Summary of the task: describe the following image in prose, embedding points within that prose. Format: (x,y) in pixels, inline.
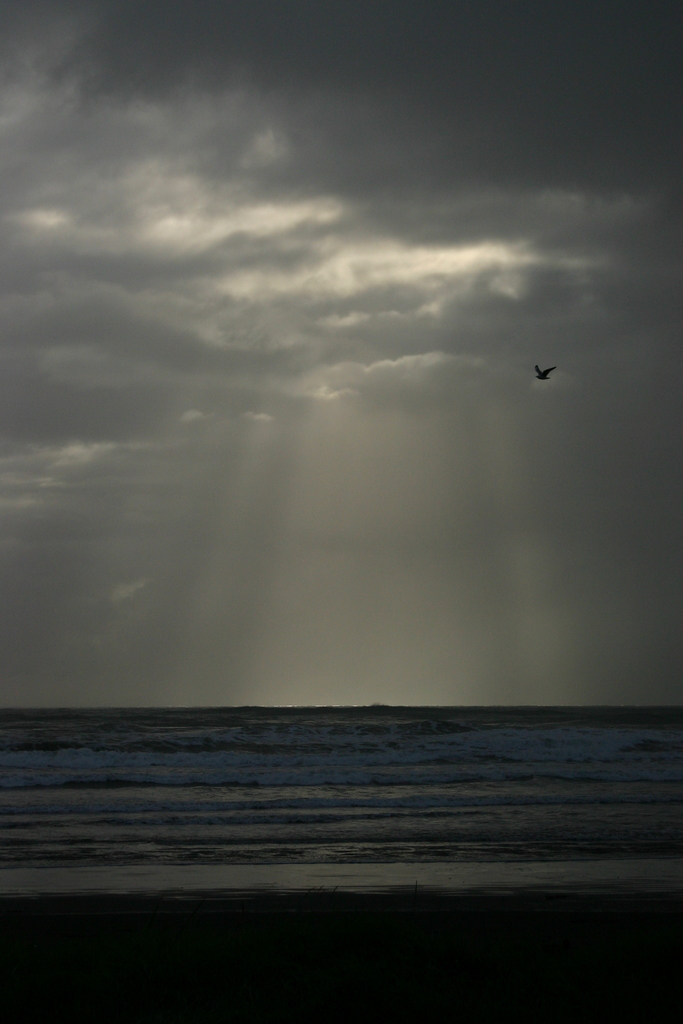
In this image there is a sea (312,814), on the top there is a bird (540,376) is flying, in the background (312,604) there is a sky (386,549).
